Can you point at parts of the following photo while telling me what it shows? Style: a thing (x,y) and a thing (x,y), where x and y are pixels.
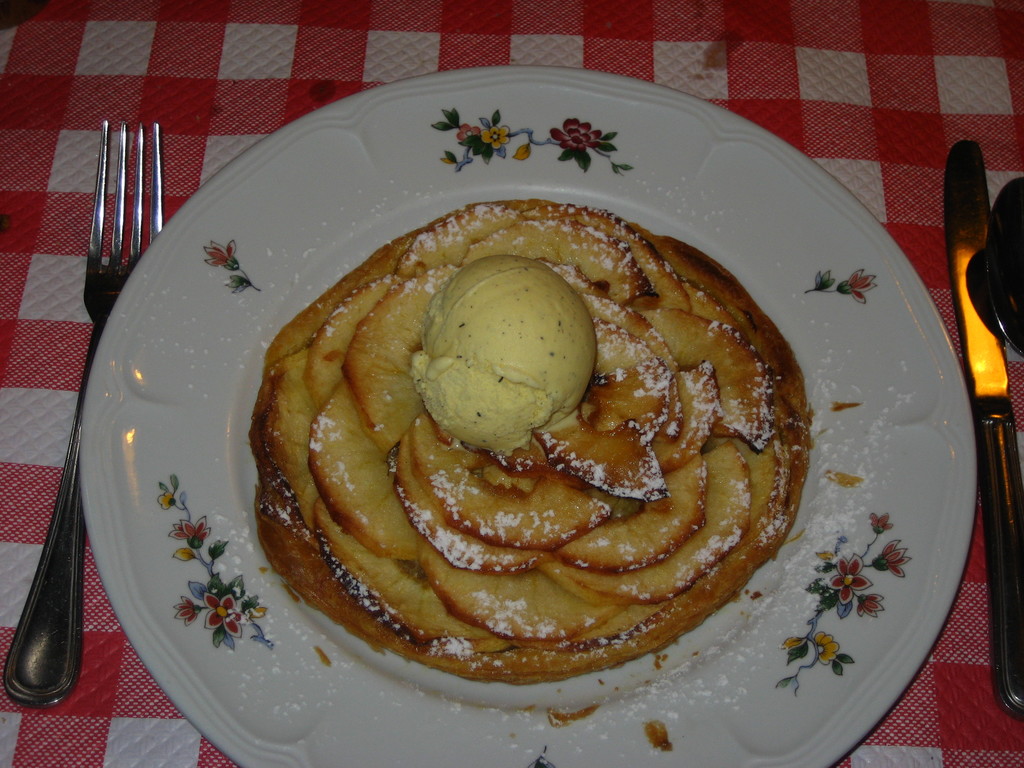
There is a plate (324,141) on a surface (301,96). Near to that there is a fork (102,211) and knife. On the plate (241,300) there are designs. Also there is a food item (618,489).
